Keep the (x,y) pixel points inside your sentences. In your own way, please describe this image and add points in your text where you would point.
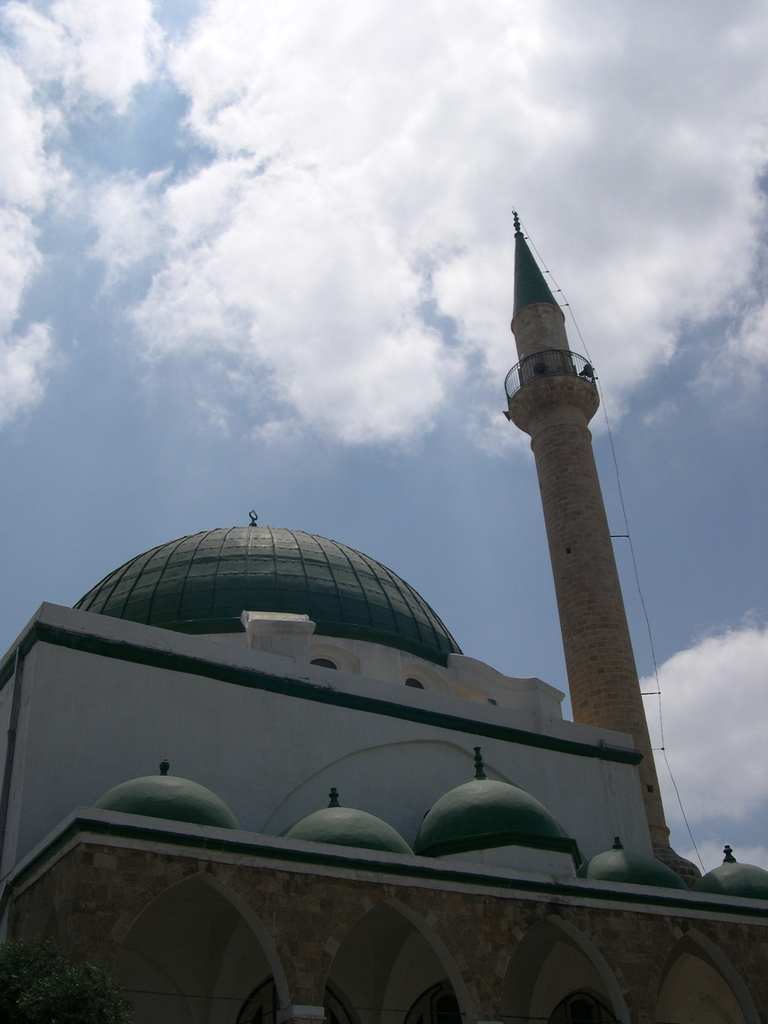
In this image we can see a building (448,684) and a tower (586,524). In the background (494,318) there is sky (321,399) with clouds (330,156).
